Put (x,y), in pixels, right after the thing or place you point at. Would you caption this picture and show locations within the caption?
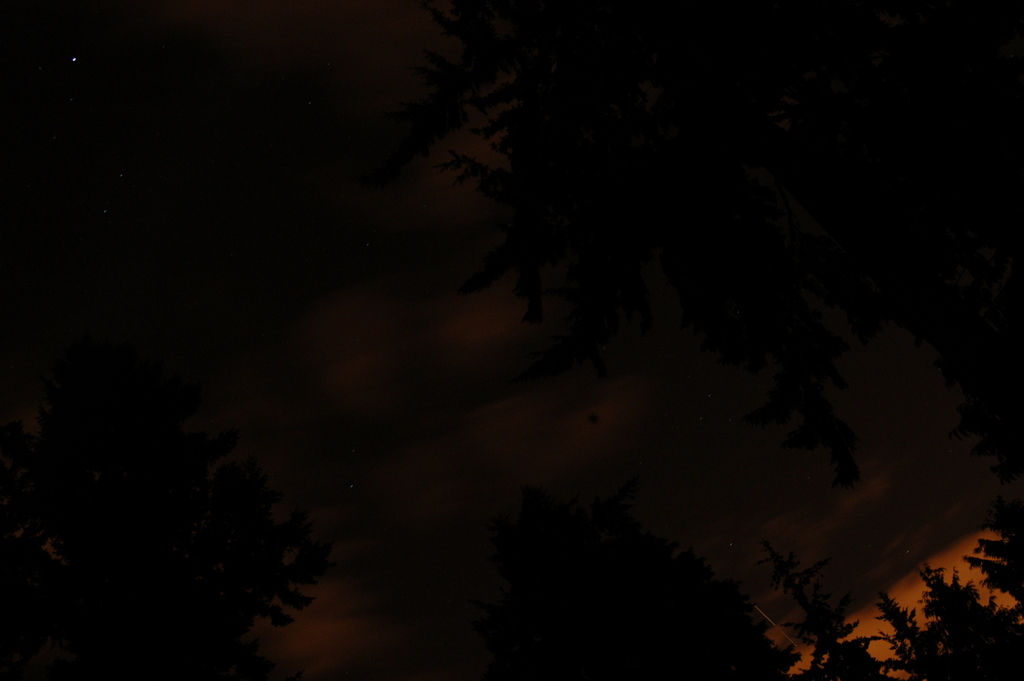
These are the trees (584,333) and in the middle (423,408) it is a dark night sky (405,409).
